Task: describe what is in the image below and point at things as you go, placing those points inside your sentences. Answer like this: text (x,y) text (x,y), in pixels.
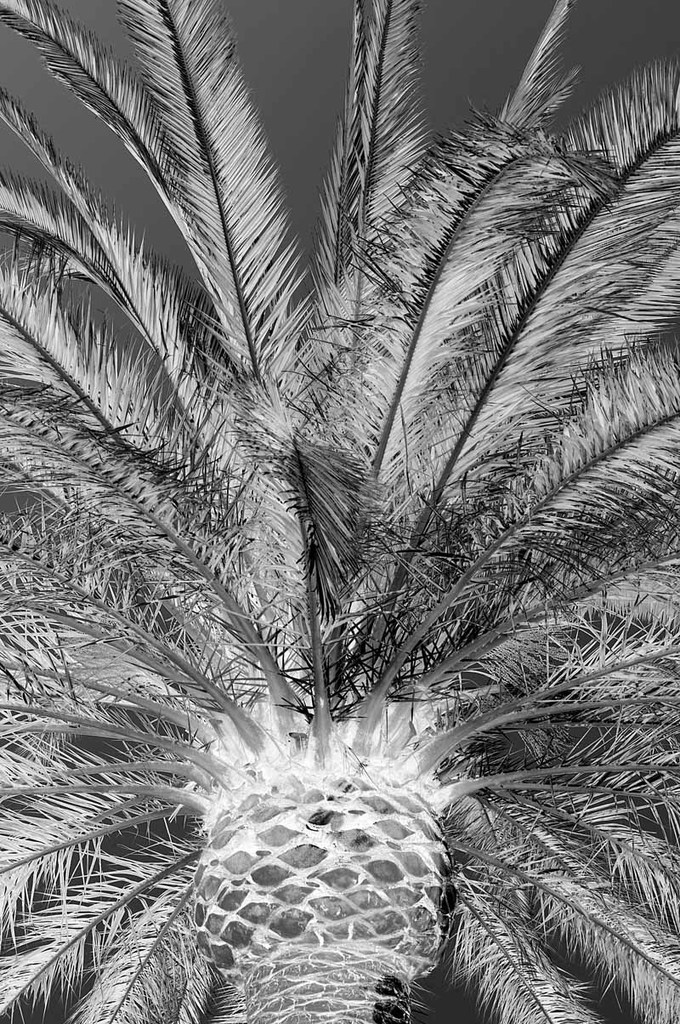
This is a black and white image. In the image there is a tree (364,918) with leaves (252,688) and also there is a trunk (218,843).
